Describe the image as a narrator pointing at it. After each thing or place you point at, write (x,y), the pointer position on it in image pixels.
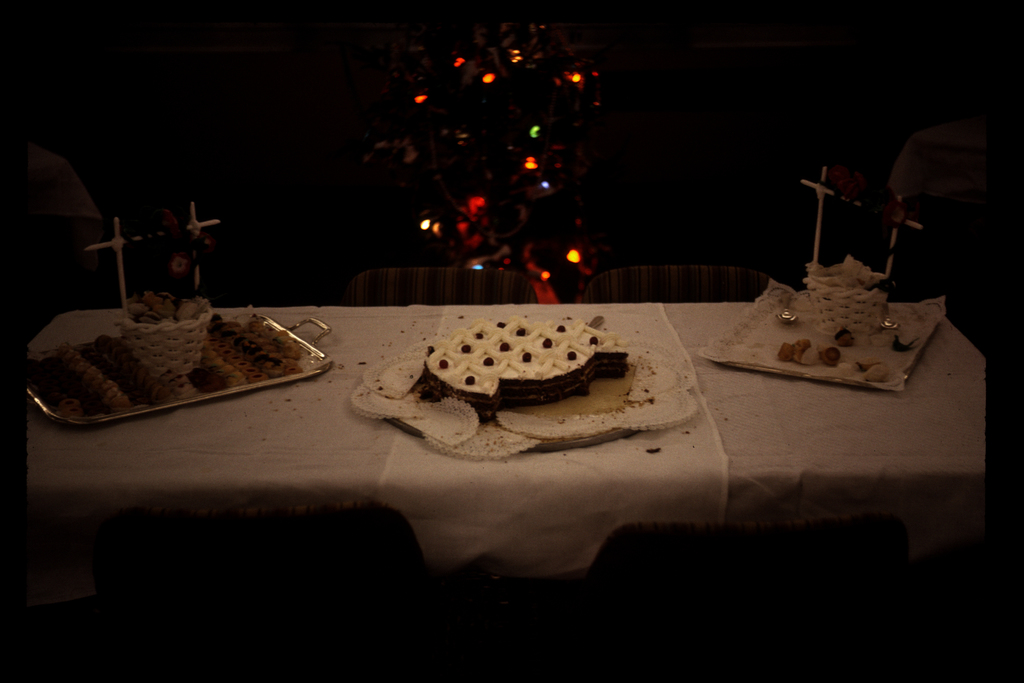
In the image we can see there is cake (533,386) kept on the table (675,450) and there are food items (275,334) kept in the plates (803,369). Behind there are lightings (463,199) and the image is little dark at the back (252,187).
